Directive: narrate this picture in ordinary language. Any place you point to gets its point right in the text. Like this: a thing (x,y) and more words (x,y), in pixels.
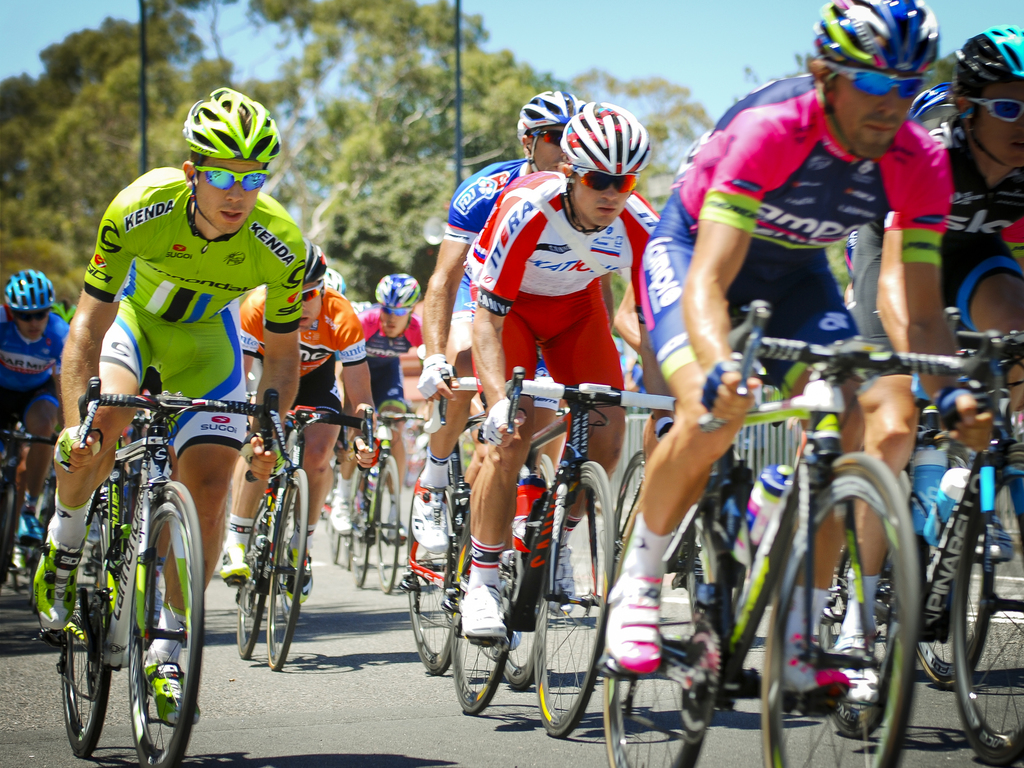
In this image there are group of people (260,267) with helmets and spectacles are riding their bicycles (275,478) on the road (404,719), and in the background (244,39) there are trees (479,61), sky (716,20).
